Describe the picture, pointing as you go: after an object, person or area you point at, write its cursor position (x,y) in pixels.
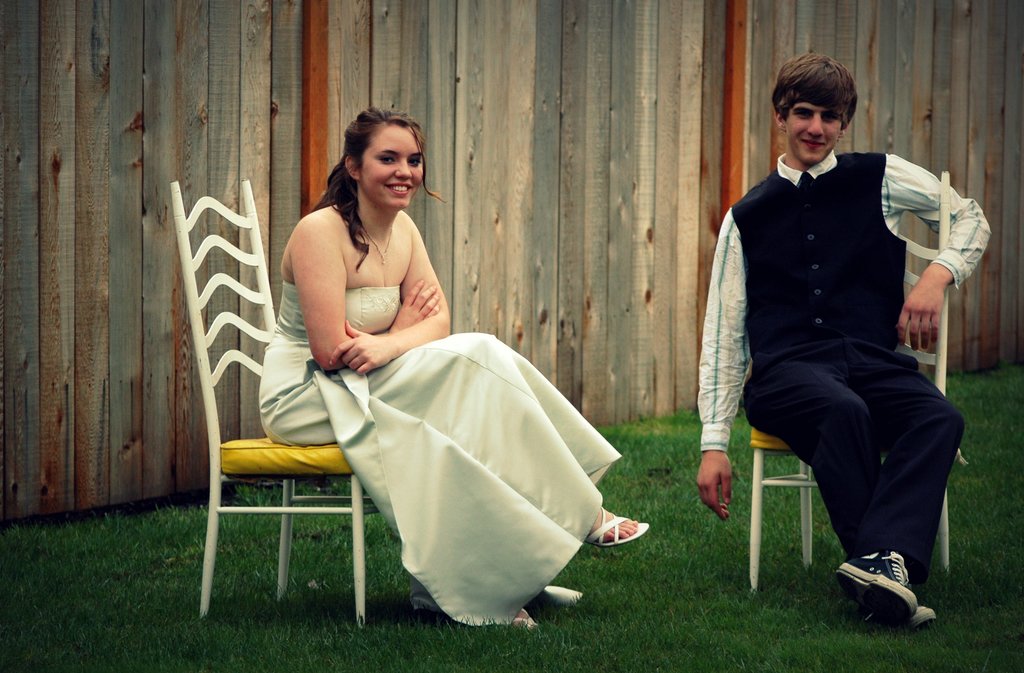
In this image, we can see 2 people (574,435) are sat on the chair (324,461). On the left side (339,450), the women (349,435) wear a white color dress (356,431). And right side (821,385), a man (753,378) wear a shirt (732,343) and pant (819,372) and coat (819,314). Here we can see coat buttons (816,268). At the background (568,239), we can see a wooden fencing (527,239). And the bottom of the image (663,592), we can see a grass (650,623).
